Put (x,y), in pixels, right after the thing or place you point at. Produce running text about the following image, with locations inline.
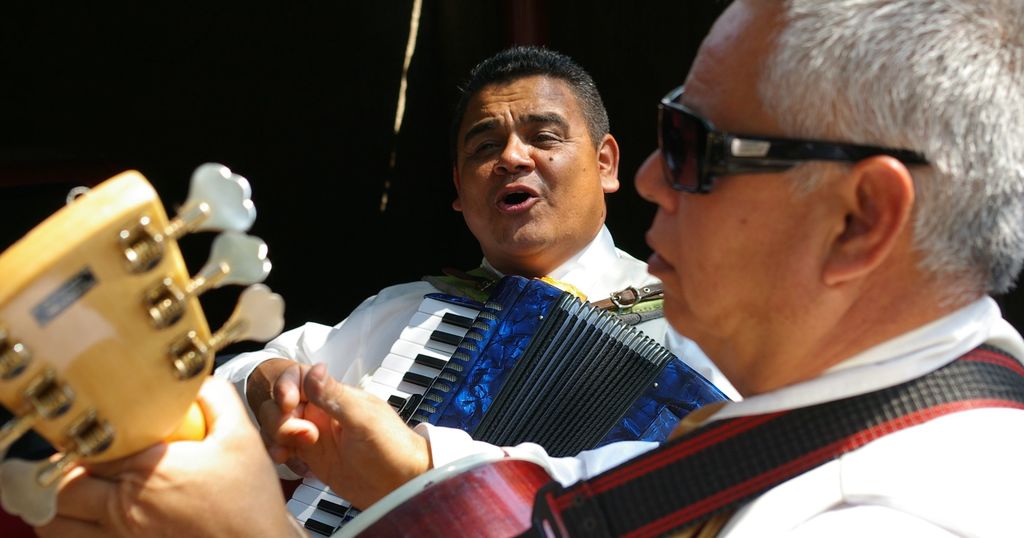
In the image we can see two persons (554,232) holding some musical instrument (492,408). And the front person (698,198) wearing glasses (683,180). And the second person (533,216) singing which we can see on his face (527,248).
